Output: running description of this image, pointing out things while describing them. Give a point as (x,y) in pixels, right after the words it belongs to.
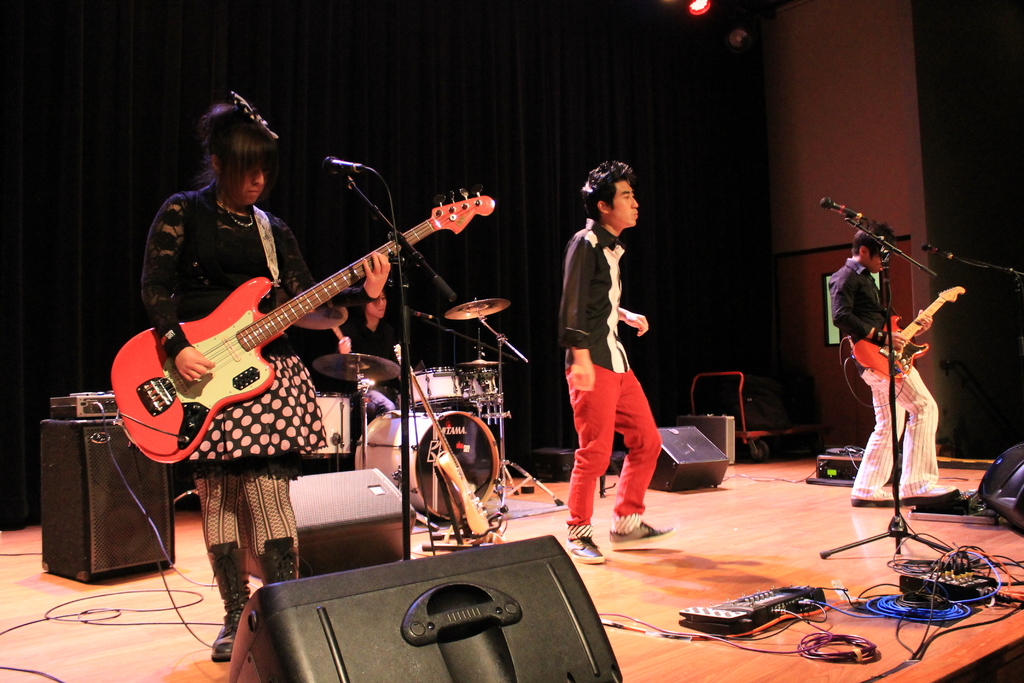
In this image I see a woman (301,378) and 2 men (589,192) who are on stage (149,612) and they are standing in front of the mics (928,242) and I see these 2 are holding guitars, In the background (418,431) I see the drums (416,424) and few equipment (999,480) and I see the black curtain (657,127) and the lights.
